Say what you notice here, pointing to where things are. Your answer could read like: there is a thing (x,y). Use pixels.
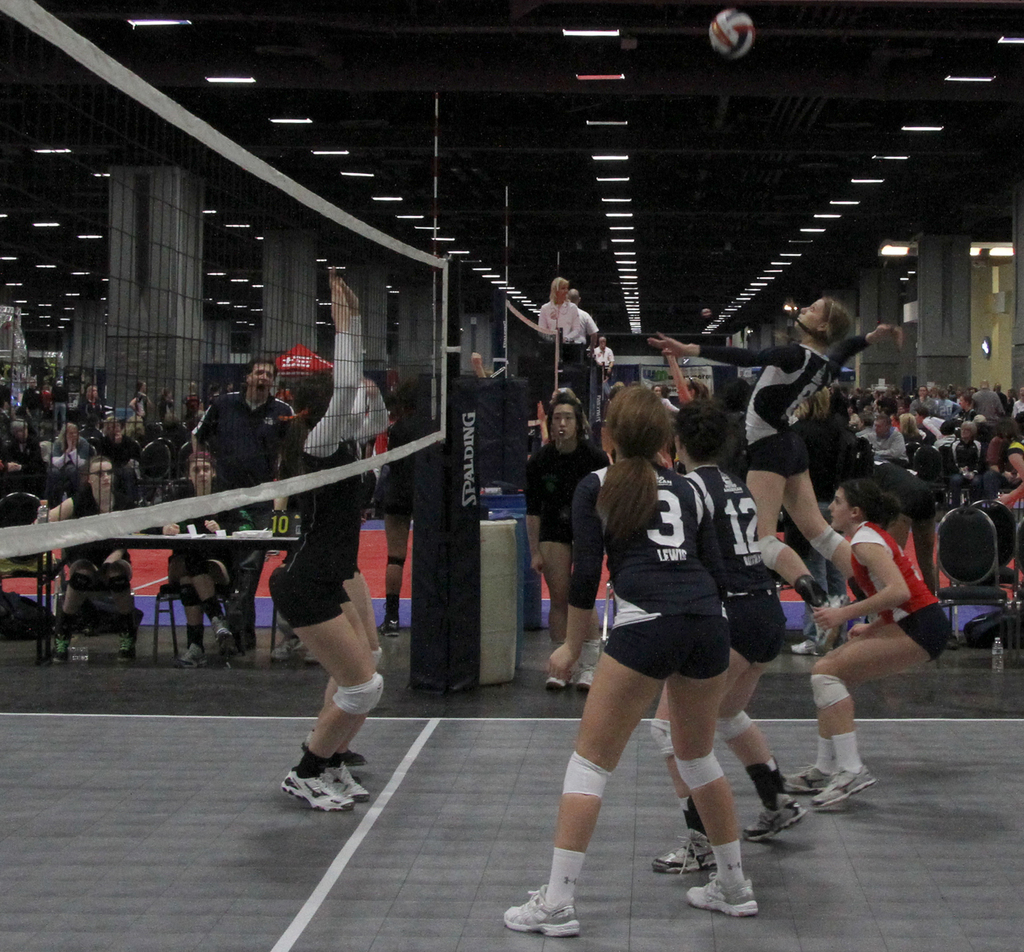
In this image I can see number of people (535,505) where few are sitting on chairs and few (663,516) are standing. I can also see most of them are wearing black colour dress (660,487) and here I can see something is written on their dresses (681,556). I can also see net (345,284), number of lights (618,255) and a ball (738,52) over here.
